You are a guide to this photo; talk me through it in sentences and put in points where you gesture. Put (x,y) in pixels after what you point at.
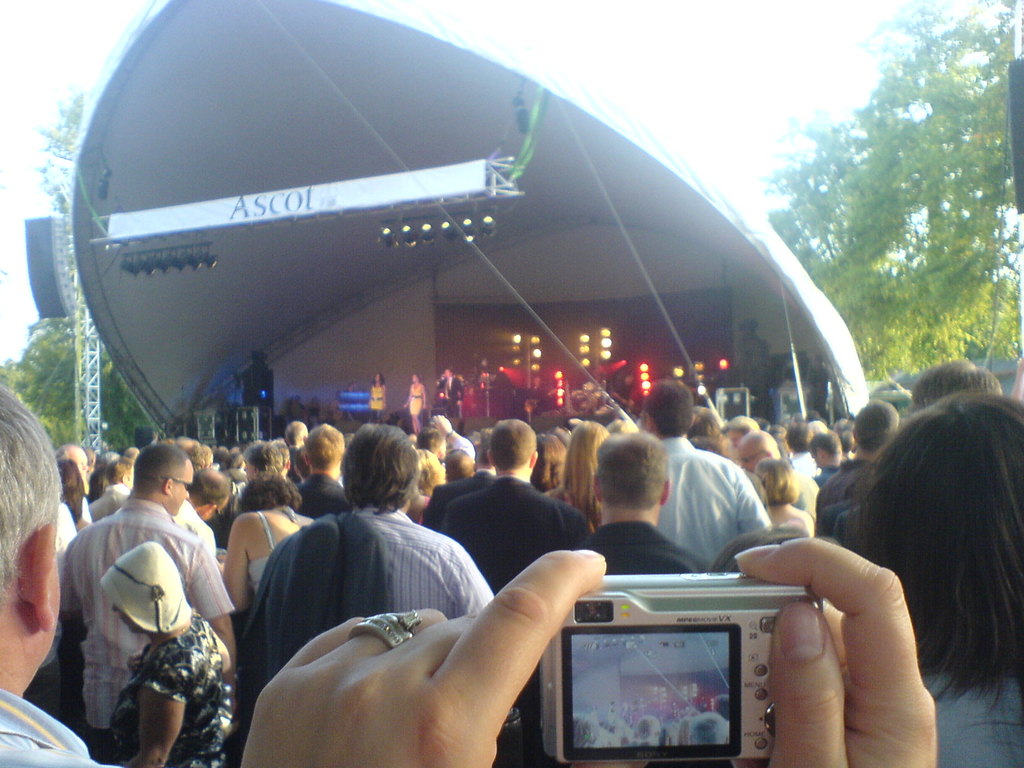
In this image i can see a group of people (747,442) standing here the person (480,716) is holding the camera (701,629) at the back ground (586,383) i can see few people (446,386) performing some task and i can also see few lights (604,336), and at the back ground (749,83) there is a tree (909,232) and a sky (691,143).
